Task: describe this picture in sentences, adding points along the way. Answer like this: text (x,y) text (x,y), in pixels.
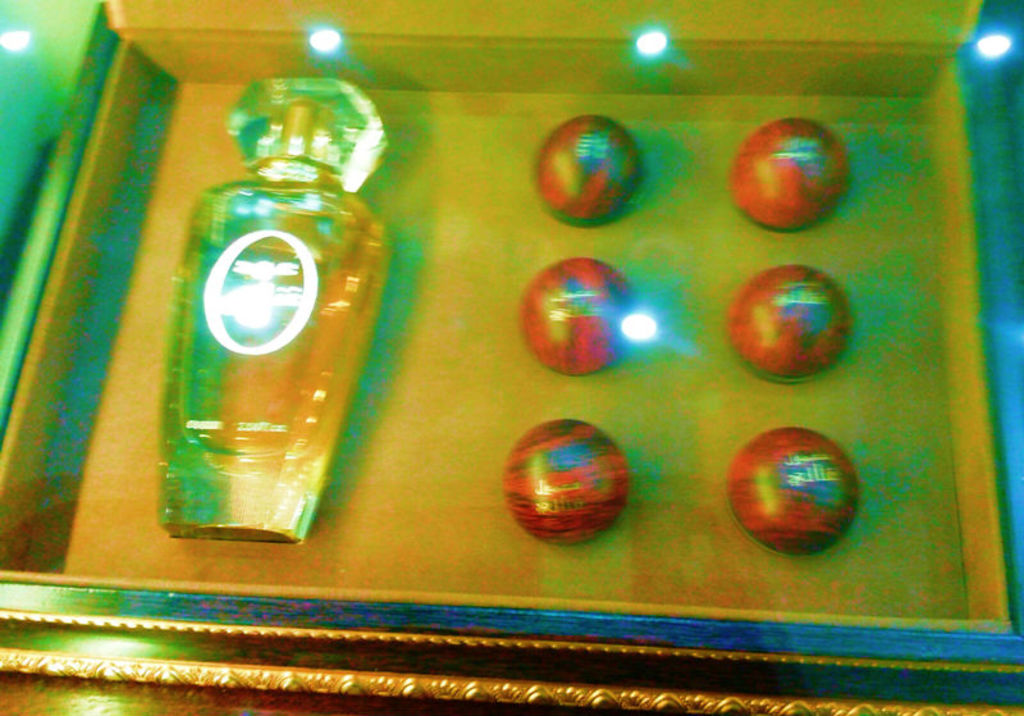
in a box (476,491) there are 6 balls (571,341) and a bottle (247,346).
